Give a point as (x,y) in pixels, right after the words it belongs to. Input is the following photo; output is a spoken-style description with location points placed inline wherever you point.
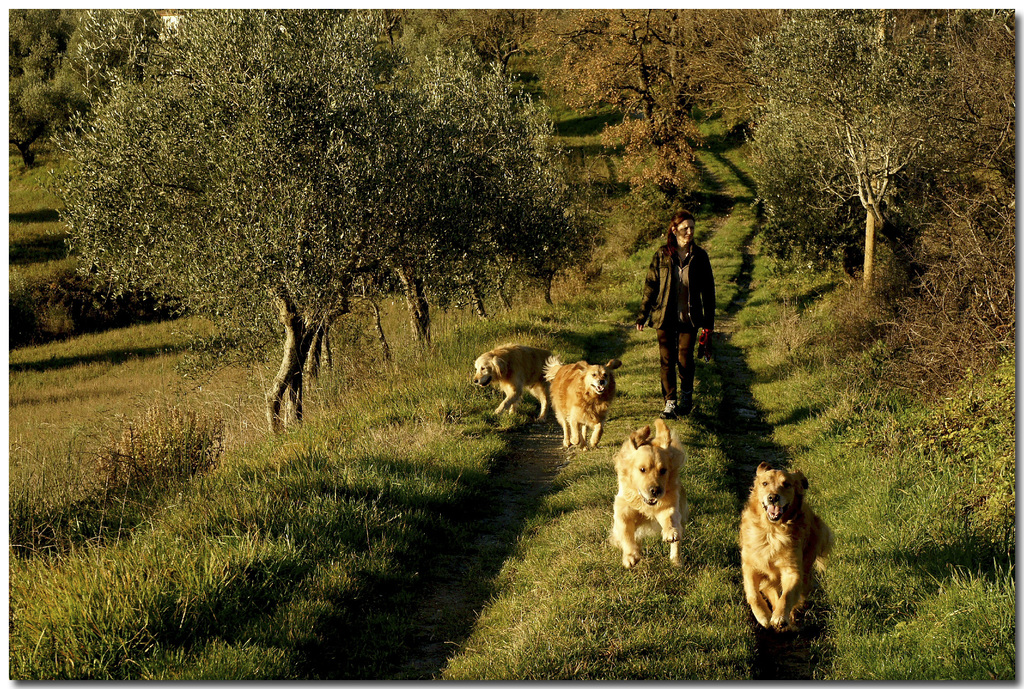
Here in this picture we can see a group of dogs (574,414) running in a field (565,490), which is totally covered with grass (125,604) over there and we can see a woman (693,299) also walking on the field (726,436) over there and we can see plants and trees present all over there.
